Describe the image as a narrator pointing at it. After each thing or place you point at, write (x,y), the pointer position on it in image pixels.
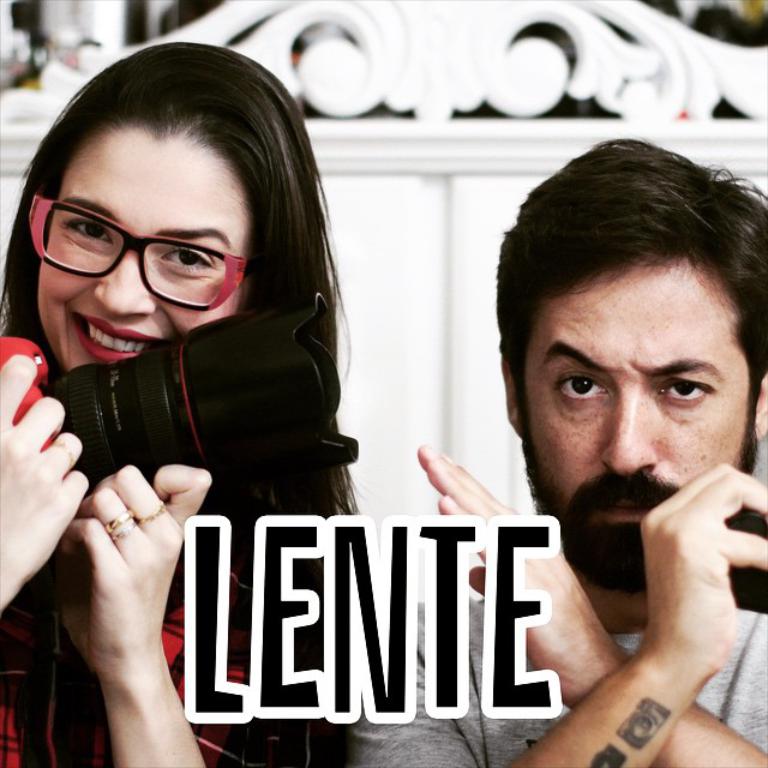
There are two persons (170,481) and this person (173,481) holding camera (147,367) and wear glasses (179,254) and smiling.
